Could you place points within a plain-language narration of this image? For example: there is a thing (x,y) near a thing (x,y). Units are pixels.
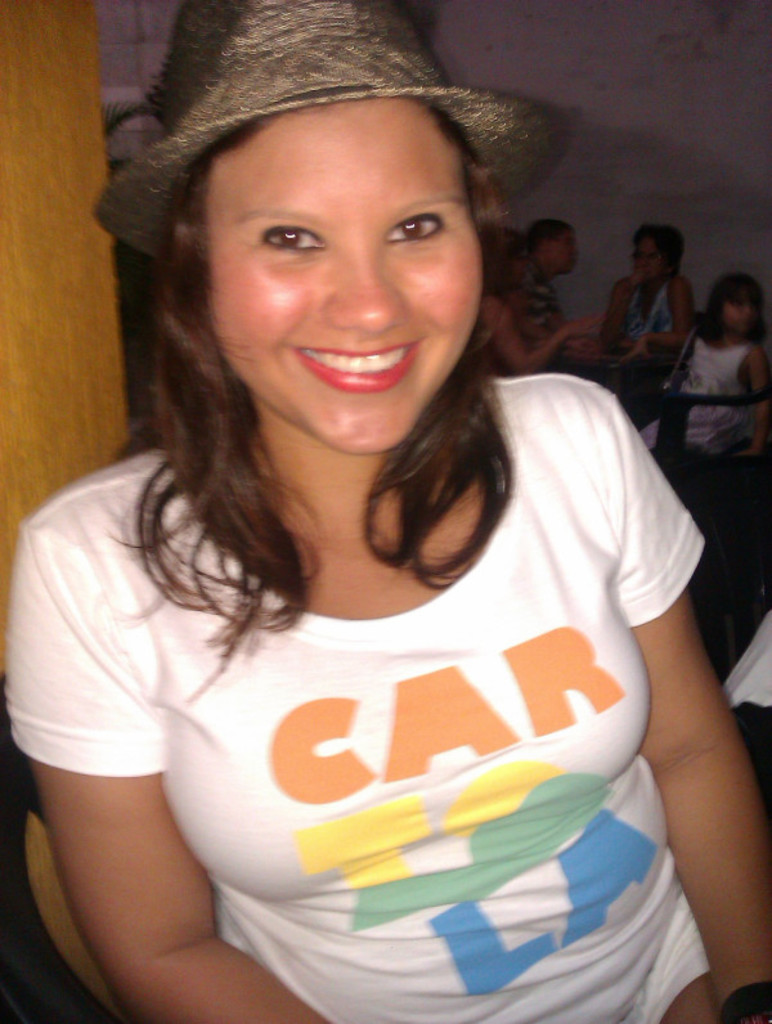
This is the picture of a room (42,306). In the foreground (393,453) there is a woman (540,122) sitting on the chair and smiling. At the back (709,439) there are group of people (543,294) sitting on the chairs (741,470) and there is a wall (567,138).
